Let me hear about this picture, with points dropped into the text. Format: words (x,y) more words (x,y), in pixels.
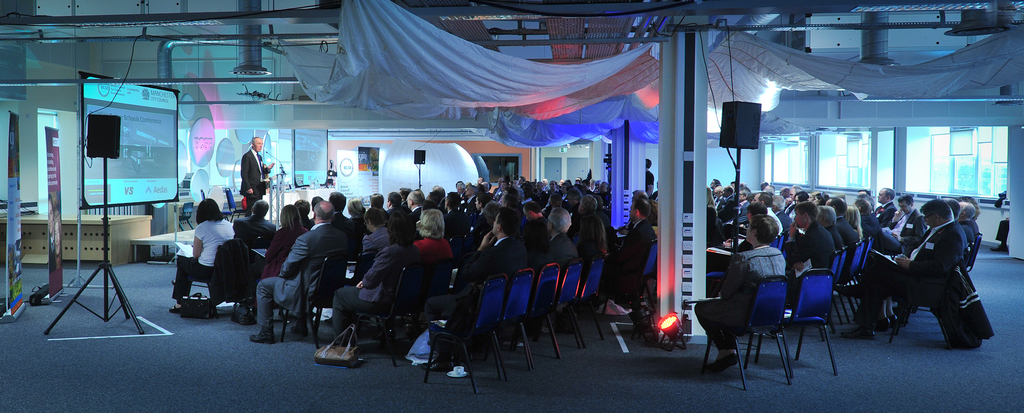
In this picture there are group of people (760,256) sitting on the chairs (854,256) and there is a man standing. There is a microphone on the podium (273,194) and there are chairs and tables (141,231). There are banners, there is text (351,196) on the banners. There is a screen (169,125) and there are speakers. At the back (942,181) there are windows (862,172). At the top (380,91) there is a cloth (574,91). At the bottom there is a light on the floor (748,368).
